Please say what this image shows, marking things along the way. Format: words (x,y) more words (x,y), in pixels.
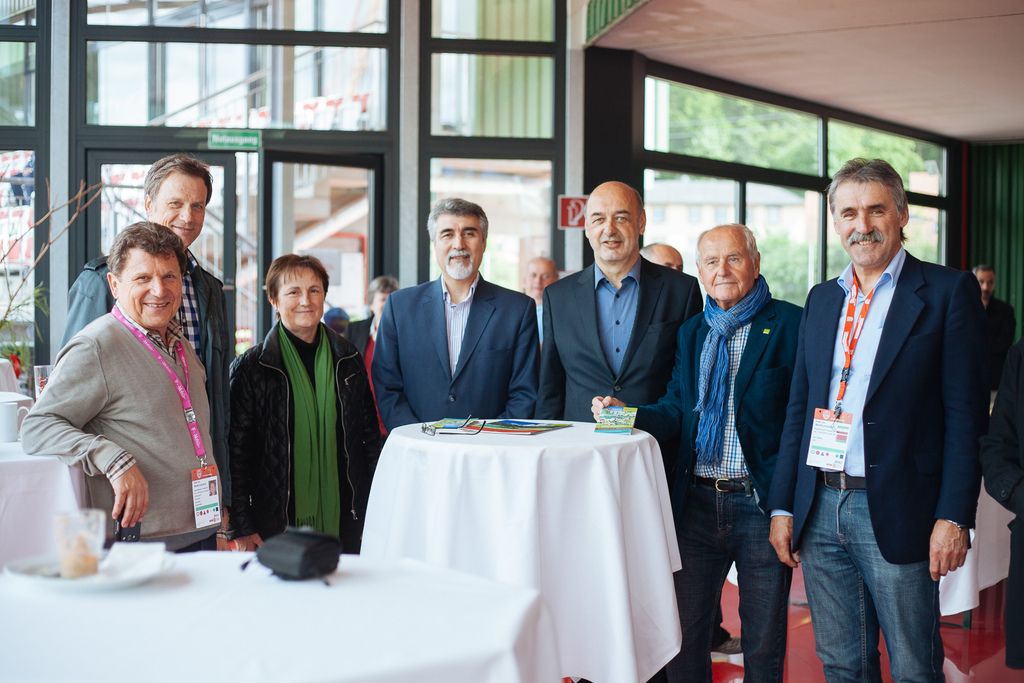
In this image there are group of people (647,361) who are standing. In the foreground (393,447) there are some tables (247,612) and that tables (381,573) are covered with a white cloth (327,625). On the table (578,479) there are some books (487,426), plate (100,555), glass (89,539), spectacles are there. On the background (144,64) there is a glass window (246,176) and some buildings (320,61) are there on the background (800,134), beside the buildings (513,117) there are some trees (731,130).
